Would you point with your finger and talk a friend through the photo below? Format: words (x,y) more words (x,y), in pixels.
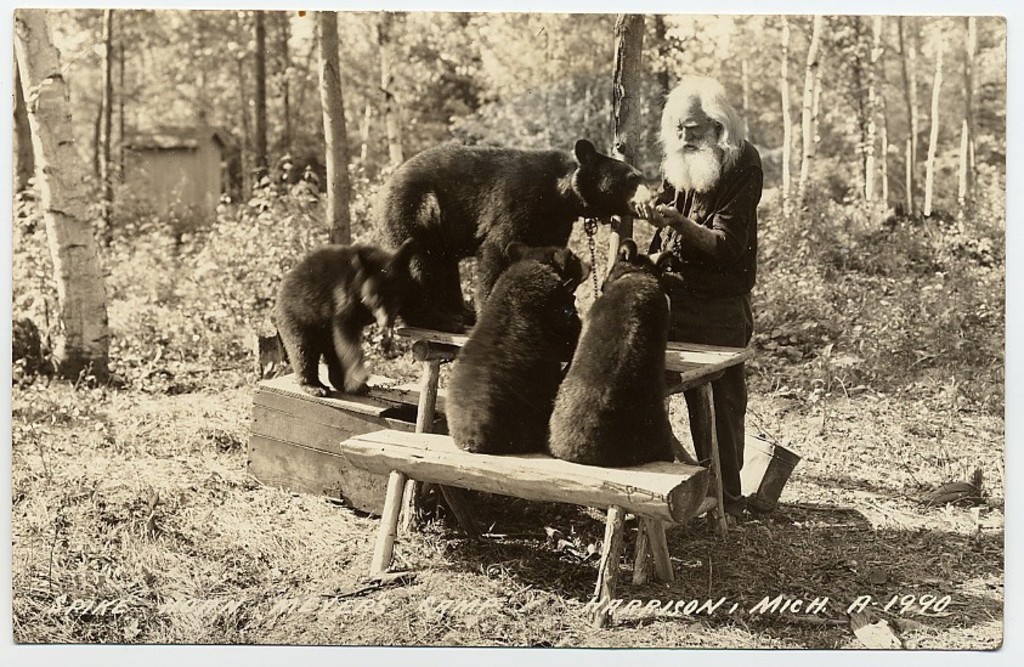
This is a black and white image. In the center of the image (672,351) we can see a table (681,364), bench (574,494) and a box (390,386). We can see some bears (535,329) are sitting and standing, beside that a man (699,182) is standing and feeding a bear (577,207). In the background of the image (176,189) we can see a house (185,167), trees (555,139) and some plants (759,325). At the bottom of the image (741,545) we can see some text (668,605) and ground (278,549).
